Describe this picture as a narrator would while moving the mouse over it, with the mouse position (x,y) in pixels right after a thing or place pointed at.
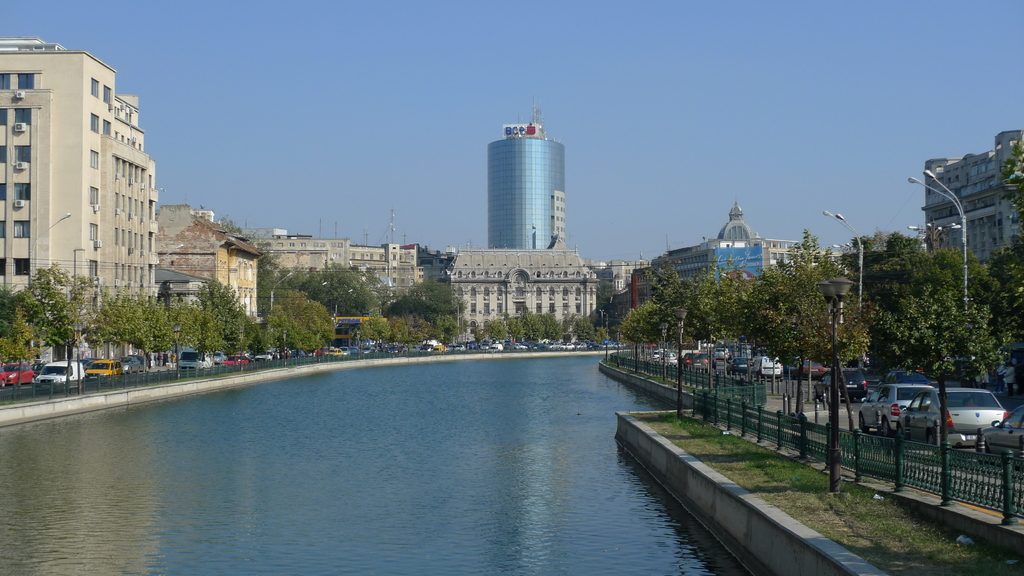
In the background (901,142) we can see the sky (607,66) and buildings (496,246). On the top of a skyscraper (561,173) we can see a board (525,135). On the left (171,277) and right side of the picture (915,276) we can see buildings (20,222), light poles (965,302), trees (73,323) and the fence (211,370). We can see vehicles (298,352) on the road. In the middle portion of the picture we can see the water (352,426).
